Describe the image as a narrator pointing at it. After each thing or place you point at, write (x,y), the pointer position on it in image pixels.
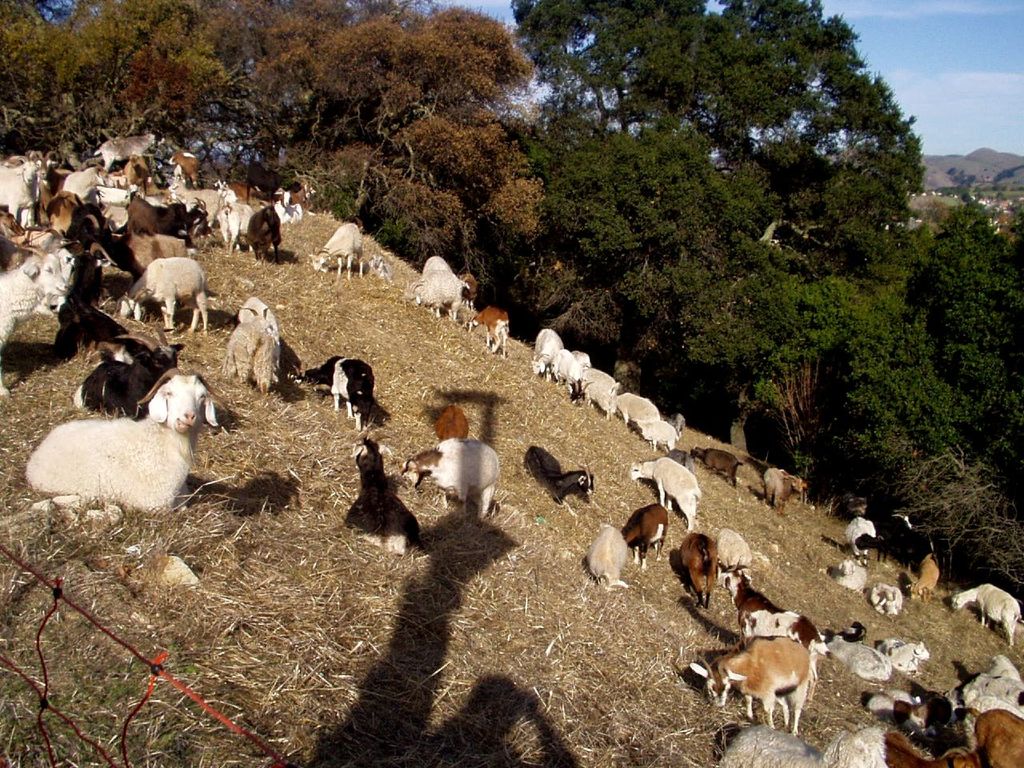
In this image there are trees (320,19), dried grass (569,445), animals (574,484), hills (955,158), cloudy sky (950,101) and objects (1020,203).
